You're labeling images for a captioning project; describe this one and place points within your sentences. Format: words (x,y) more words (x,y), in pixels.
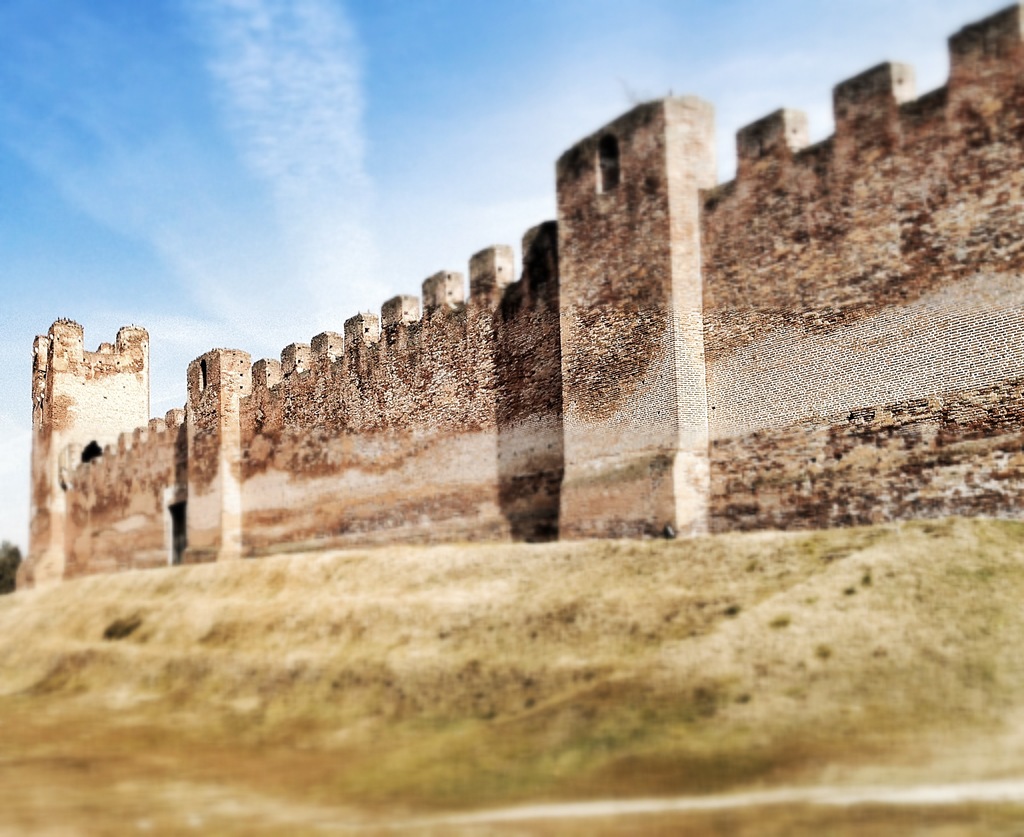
In this image I can see the ground (456,606) and the wall (438,401) which is cream, black and brown in color. In the background (5,496) I can see the sky (305,72) and few trees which are green in color.
